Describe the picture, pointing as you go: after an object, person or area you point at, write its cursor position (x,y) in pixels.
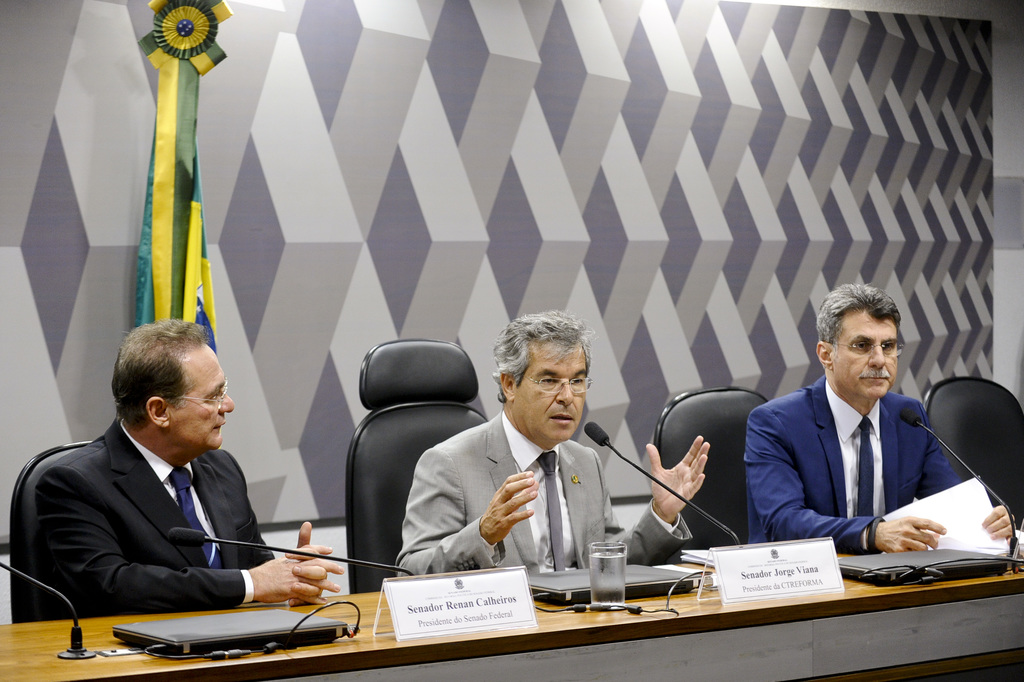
In this picture we can see three people (557,537) who are sitting on the chair (63,587) in front of a desk (818,603) which has some things (290,637) like mike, laptops (315,628) and a glass (591,581) and behind there is wall (504,166) on which there is a thing (199,54) which is in green and yellow color.
